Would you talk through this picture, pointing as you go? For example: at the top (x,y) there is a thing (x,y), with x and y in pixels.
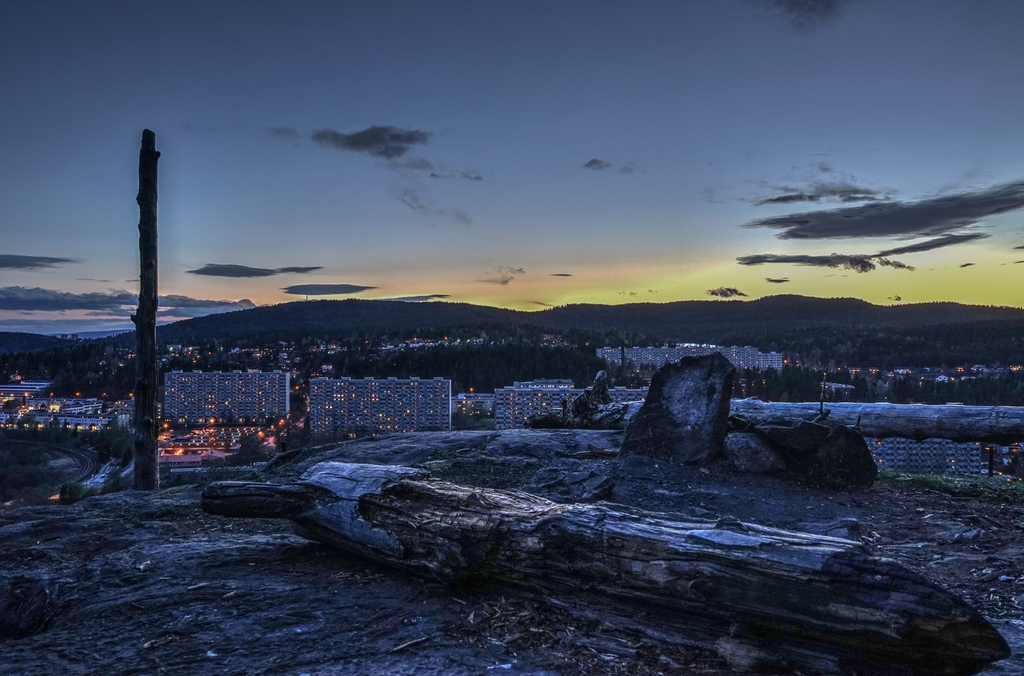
In this image in the center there is a wooden log (501,562) on the floor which is in the front (560,550). In the background (388,372) there are buildings (400,403), there are trees (456,366) and there are mountains (595,310) and the sky (697,130) is cloudy.
